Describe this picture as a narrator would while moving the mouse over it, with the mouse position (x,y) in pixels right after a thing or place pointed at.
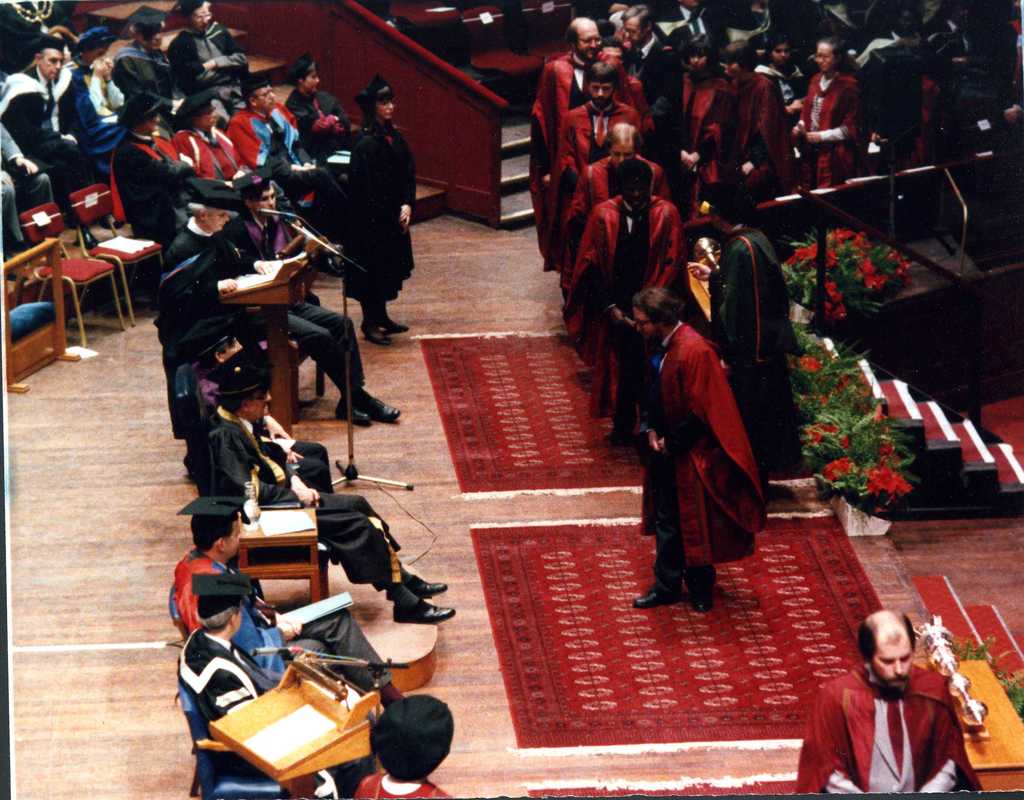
In this picture there are group of people (258,98) who are sitting on the chair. There are people (670,479) who are standing. There are flowers (865,416). There is a red carpet (610,573). There is a chair (490,68), paper (292,511) and bottle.
